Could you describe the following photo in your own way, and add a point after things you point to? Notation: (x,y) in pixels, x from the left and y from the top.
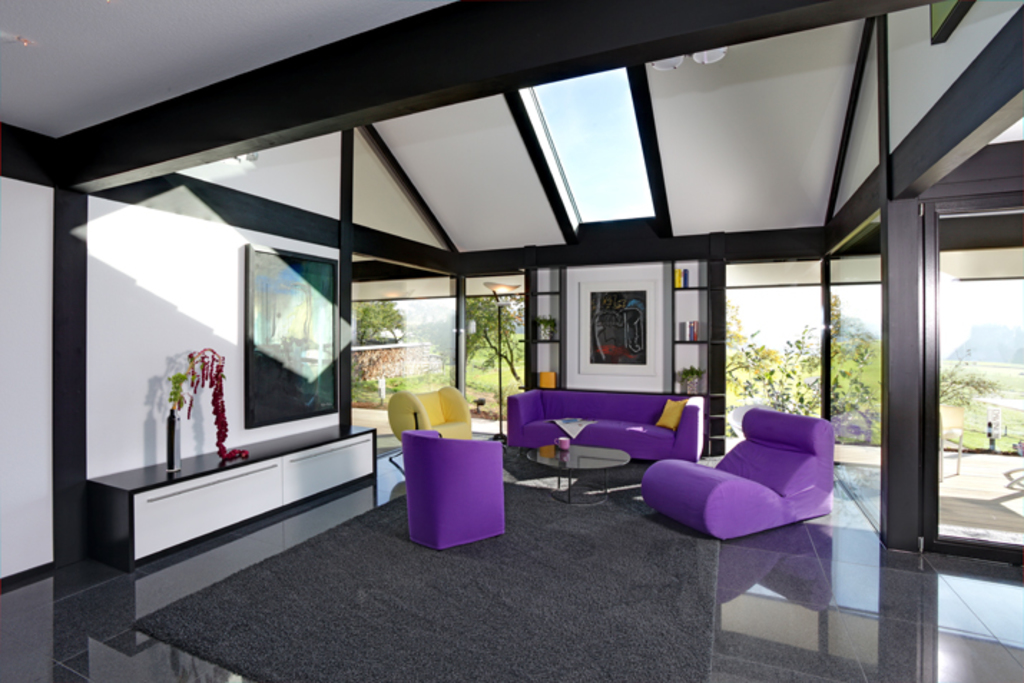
In this picture there is a room (569,427) in which a sofa set (591,429) is there. There is a photo frame (283,358) attached to the wall (139,402) here. In the background (750,366) there are some windows (491,364) through which some trees (796,362) can be observed.
